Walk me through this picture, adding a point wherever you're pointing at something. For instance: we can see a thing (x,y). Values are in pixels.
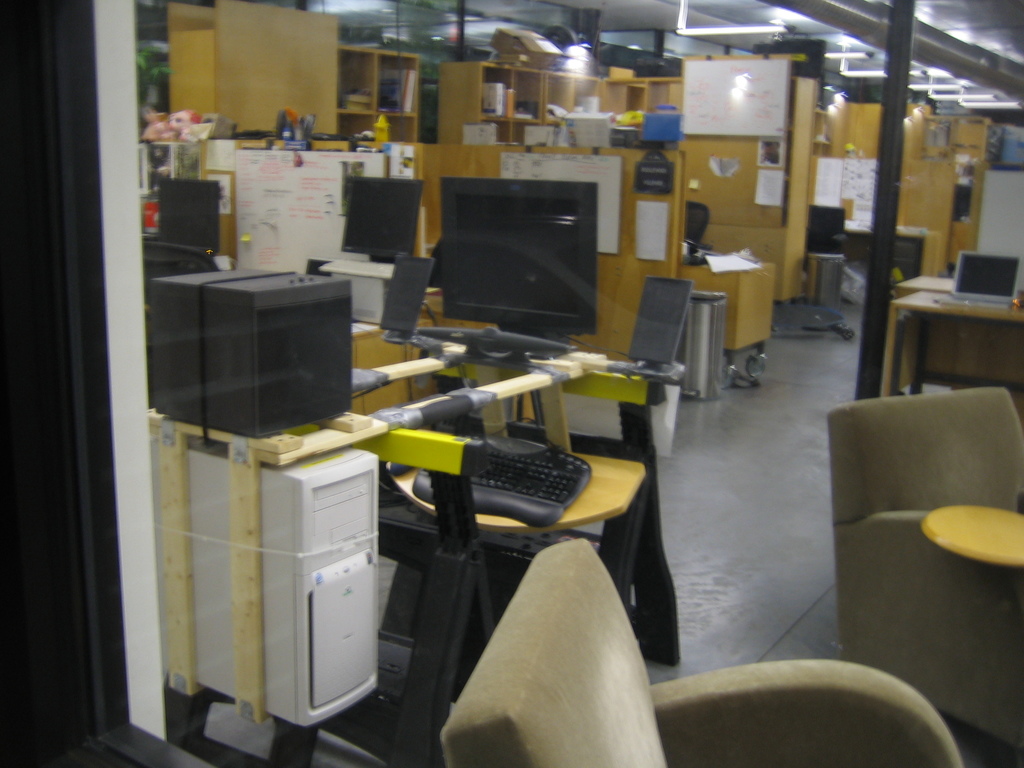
In this picture we can see a few computers (213,234), chairs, papers (153,162), toys (174,124), books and pens (292,113) in the stand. We can see some lights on top. There are some objects (1017,145) in the shelves (638,103).
